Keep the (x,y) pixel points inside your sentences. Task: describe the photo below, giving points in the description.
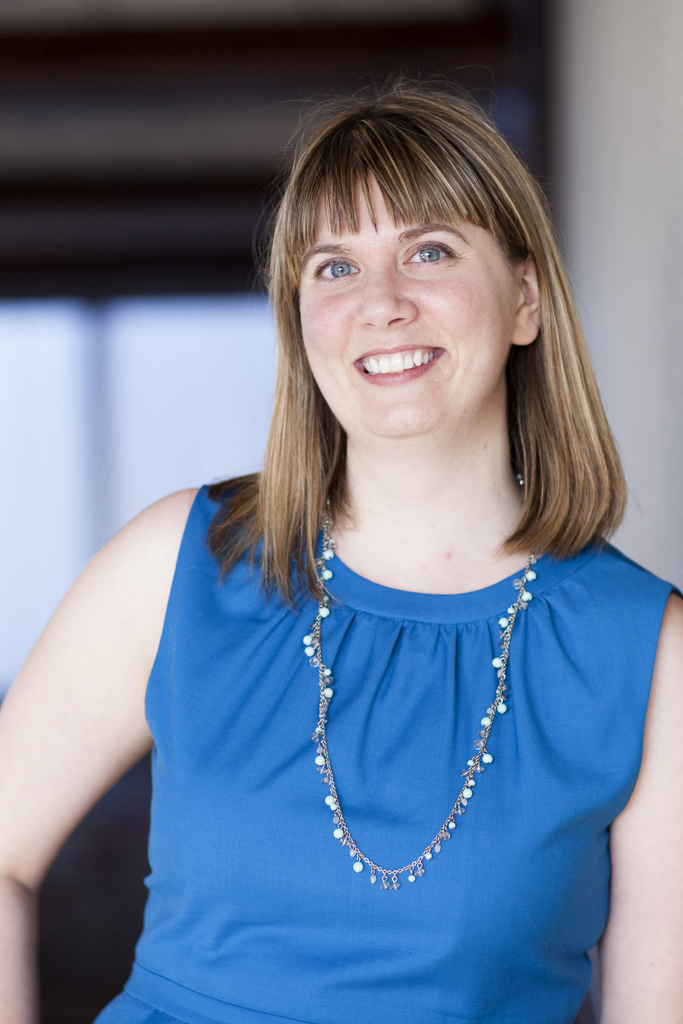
In the image we can see a woman (256,794) wearing blue color dress (440,892), neck chain (426,853) and the woman (443,374) is smiling, and the background (91,229) is blurred.
